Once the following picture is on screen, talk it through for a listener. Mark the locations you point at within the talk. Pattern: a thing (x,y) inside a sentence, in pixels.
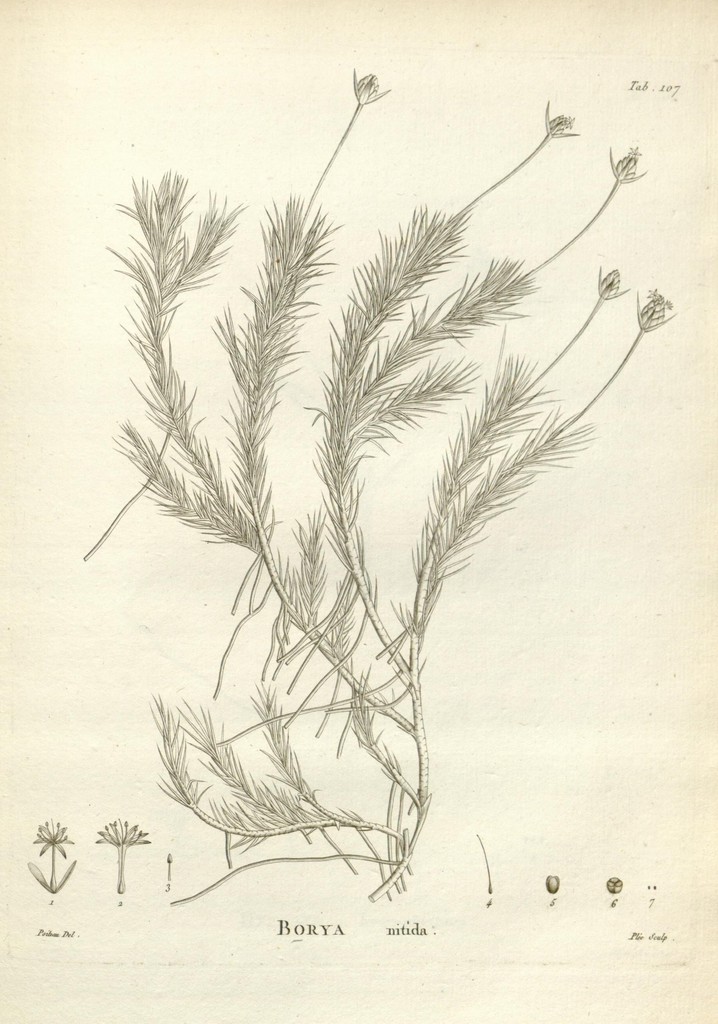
In this picture I can observe sketch (375,271) of a plant (252,458) in the paper (86,341). On the bottom of the picture (300,927) I can observe some text (408,923). The background (56,309) is in cream color.
